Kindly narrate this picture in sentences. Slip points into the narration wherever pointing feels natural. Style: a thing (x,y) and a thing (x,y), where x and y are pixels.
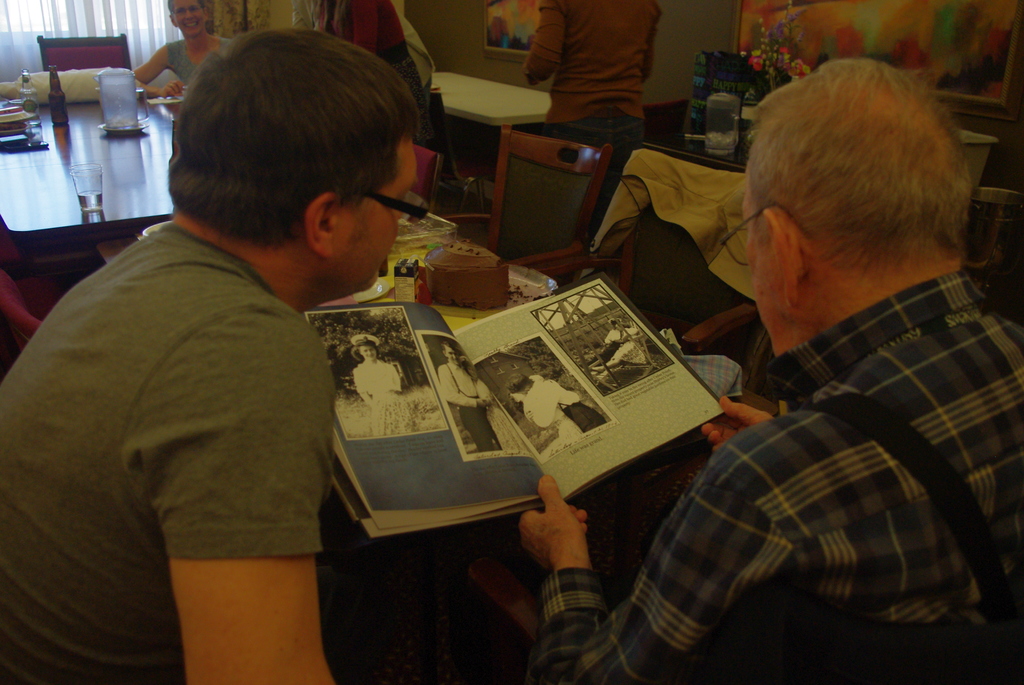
It looks like a restaurant (539,184) there is a dining table (65,137) on the table (102,133) there is a jar (133,116), a glass (95,167), two bottles (60,115) and a woman (183,43) is sitting in front of the table (140,200) beside that on the other table (452,321) there are two men (671,601) sitting the right side man (561,556) is holding a book (504,401) it looks like an album (591,385), to the right side (965,109) to the wall (920,47) there are some paintings (846,46) and a man (594,64) is standing beside that painting (521,23) in the background (73,17) there is a window (88,19).
